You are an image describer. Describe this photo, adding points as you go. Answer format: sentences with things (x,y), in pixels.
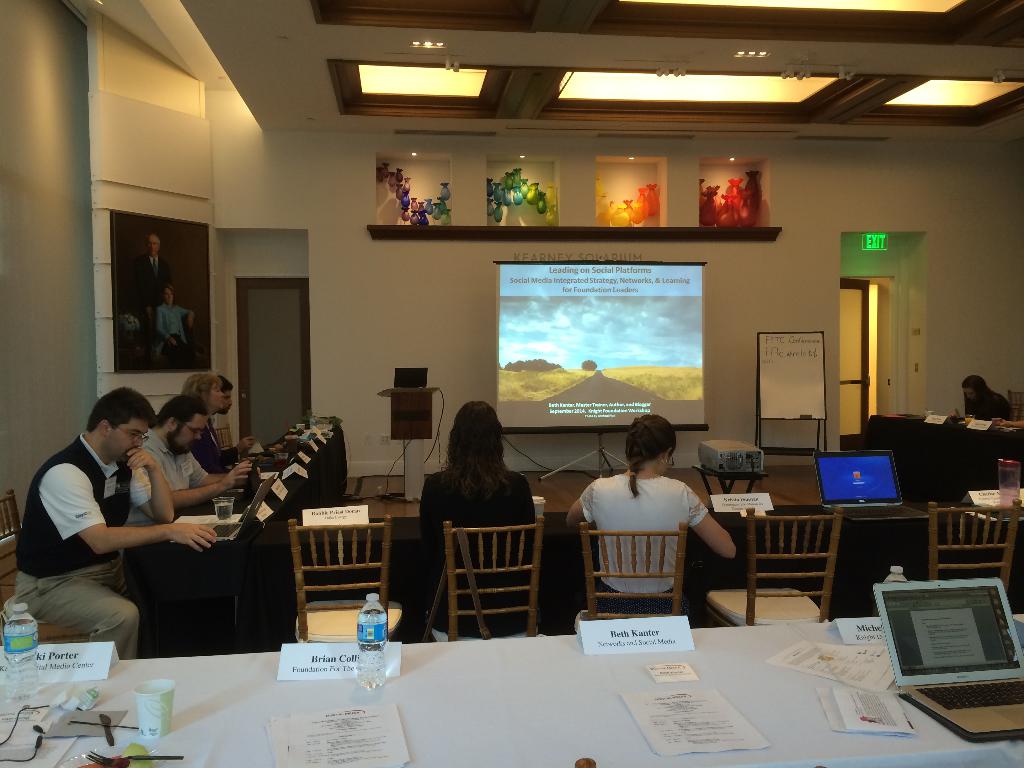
In this picture there are many people (226,394) sitting on the table (317,554) and there is an LCD projector (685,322) in front of them. There are also few photographs (489,215) placed and led lights (681,95) to the roof (894,14).
